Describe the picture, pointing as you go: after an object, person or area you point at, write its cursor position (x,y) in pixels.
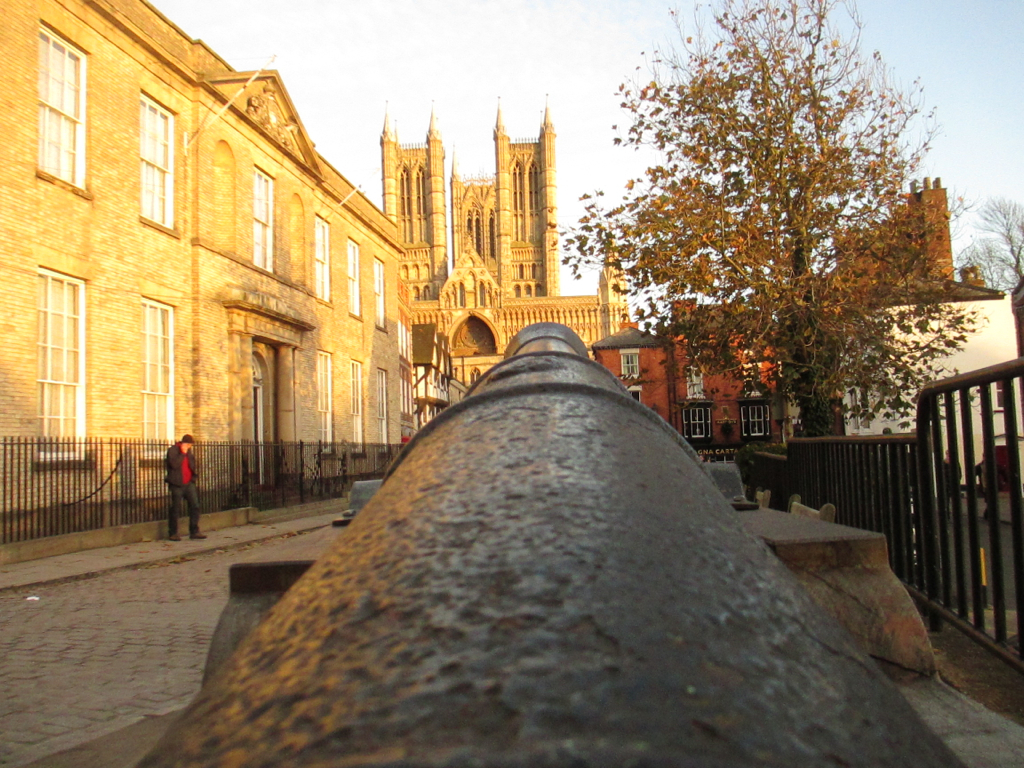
In this picture, we can see an object (511,499), a person (175,461), ground (255,518), trees (885,312), fencing (158,493), buildings (329,306), and the sky (659,39).
